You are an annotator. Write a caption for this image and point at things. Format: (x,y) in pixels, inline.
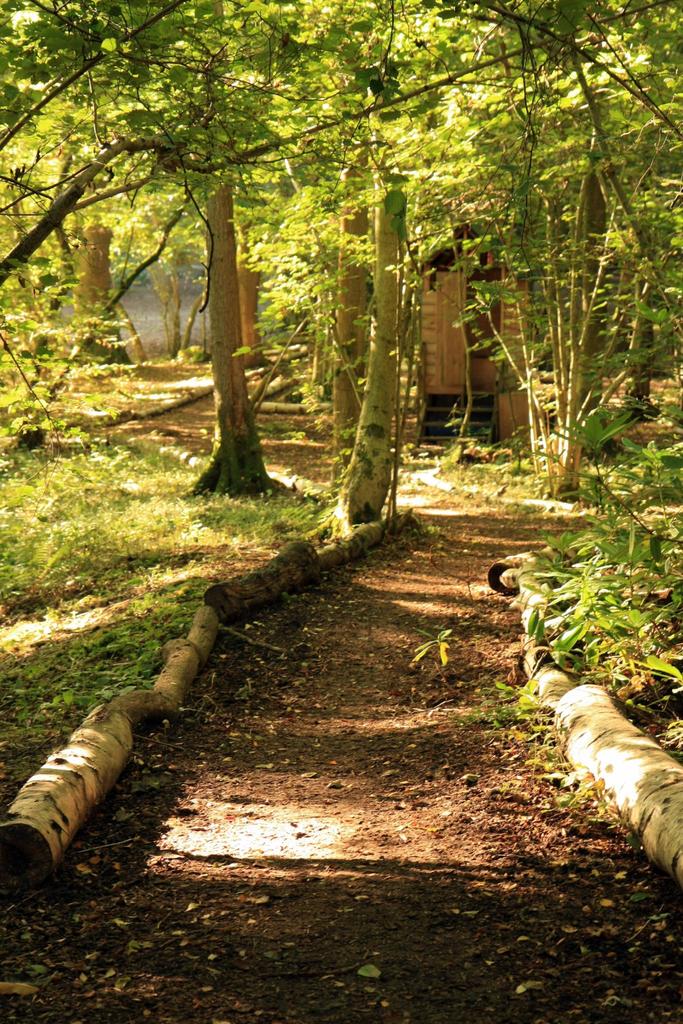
In the picture we can see a muddy pathway (363,898) and on the other sides we can see grass surface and some plants (453,451) and trees (464,419) and in the background (434,424) we can see a hut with door (444,343) and steps (457,426) to it.
